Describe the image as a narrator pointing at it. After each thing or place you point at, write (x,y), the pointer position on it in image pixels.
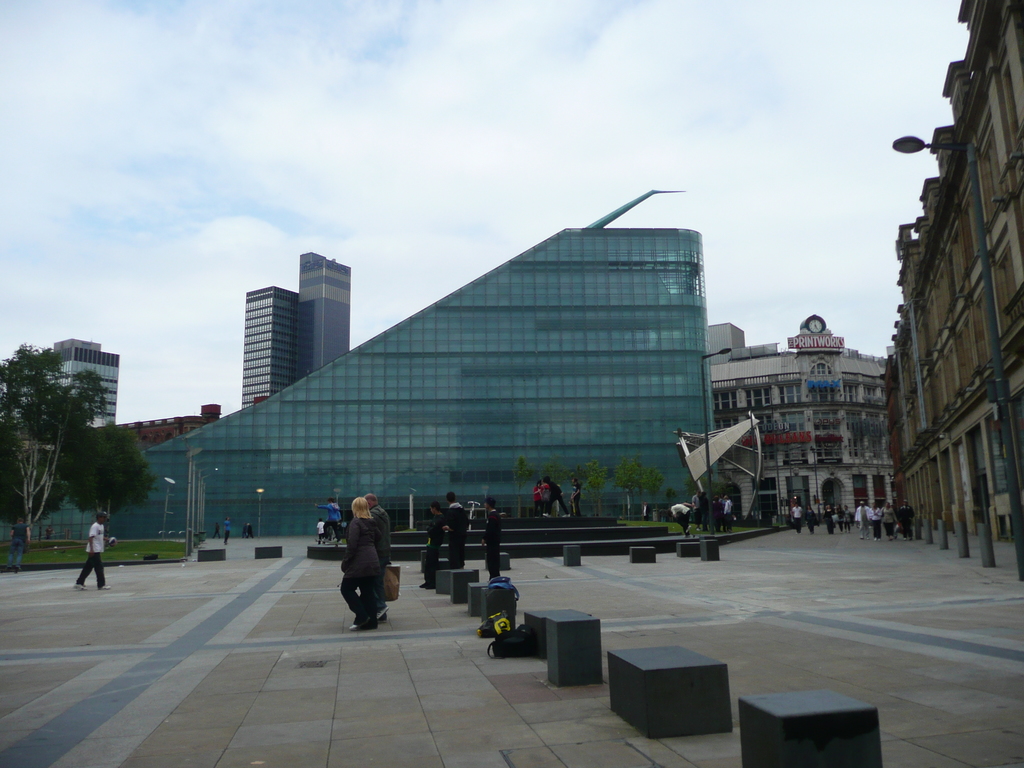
In this image, I can see bags (505,656), blocks (492,609) and groups of people (459,553) walking on the pathway (809,546). I can see buildings (272,427), trees (66,420) and street lights (165,513). In the background (837,68), there is the sky (650,140).
